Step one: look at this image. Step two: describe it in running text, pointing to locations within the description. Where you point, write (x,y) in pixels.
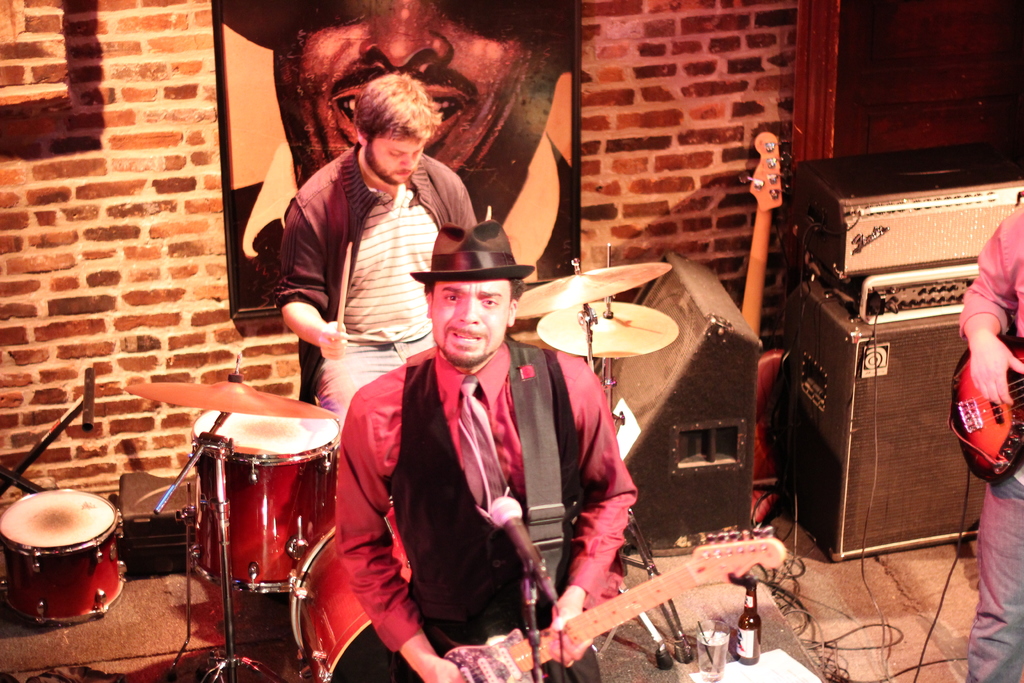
There is a music band (404,386) in this picture, some of them were playing guitar (491,642) and in the background (384,156) there is a guy (302,381) playing drums (574,314). We can observe a photograph (242,89) attached to the wall (123,177) here.
